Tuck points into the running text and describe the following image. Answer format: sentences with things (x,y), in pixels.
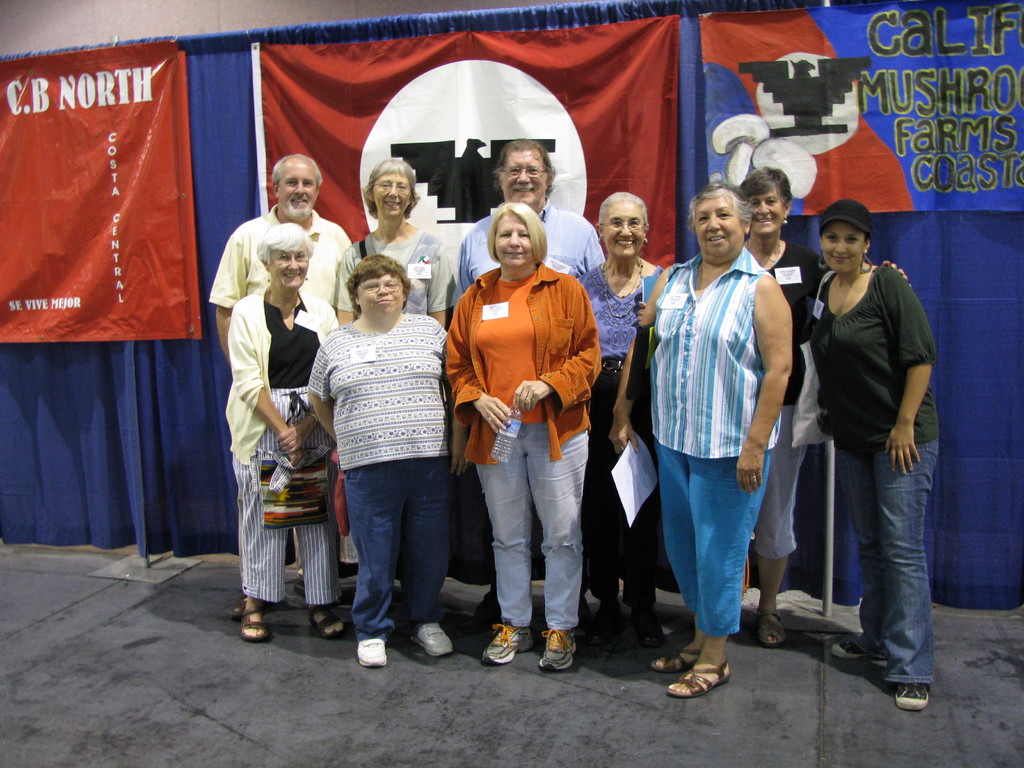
In this image we can see a group of people (629,394) are standing and smiling and holding a paper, water bottle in the hand (490,405), at the back (607,105) there are banners (664,127), there is a blue curtain (972,265).
